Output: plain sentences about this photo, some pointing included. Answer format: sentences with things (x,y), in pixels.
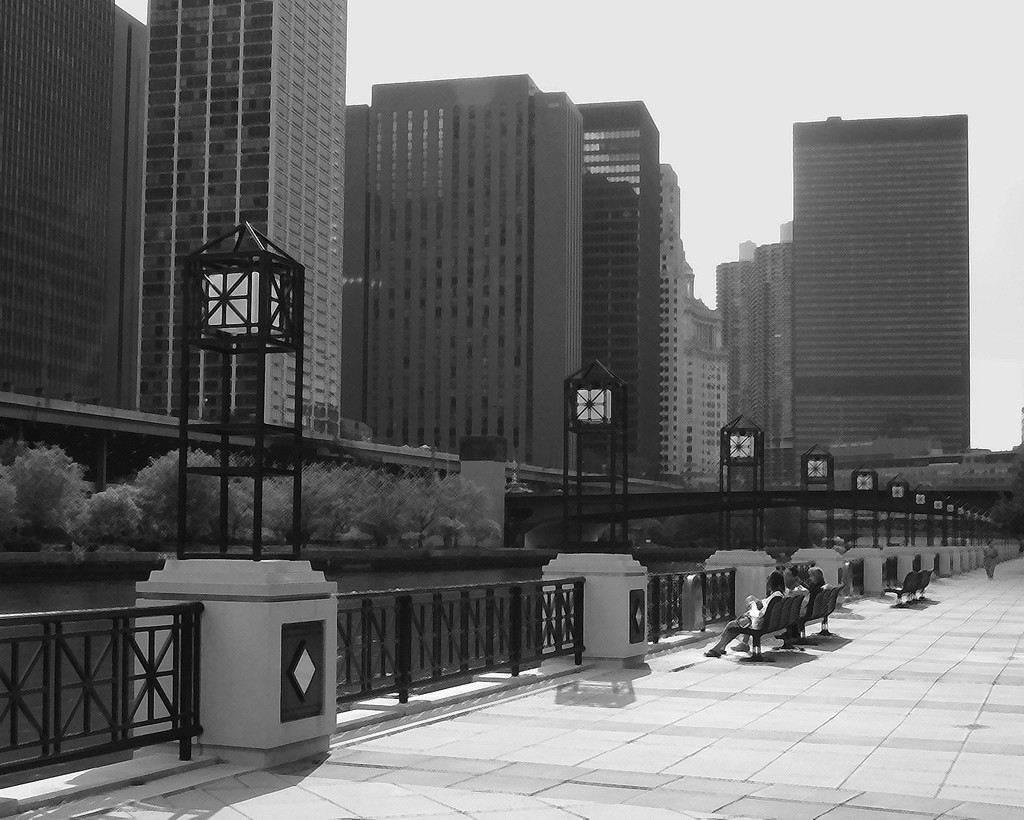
It is a black and white picture. In the center of the image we can see a few people (742,641) are sitting on the benches (816,614). In the background (719,349), we can see the sky (680,102), buildings (781,238), water (459,615), fences (397,629), trees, one bridge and a few other objects (760,579).
